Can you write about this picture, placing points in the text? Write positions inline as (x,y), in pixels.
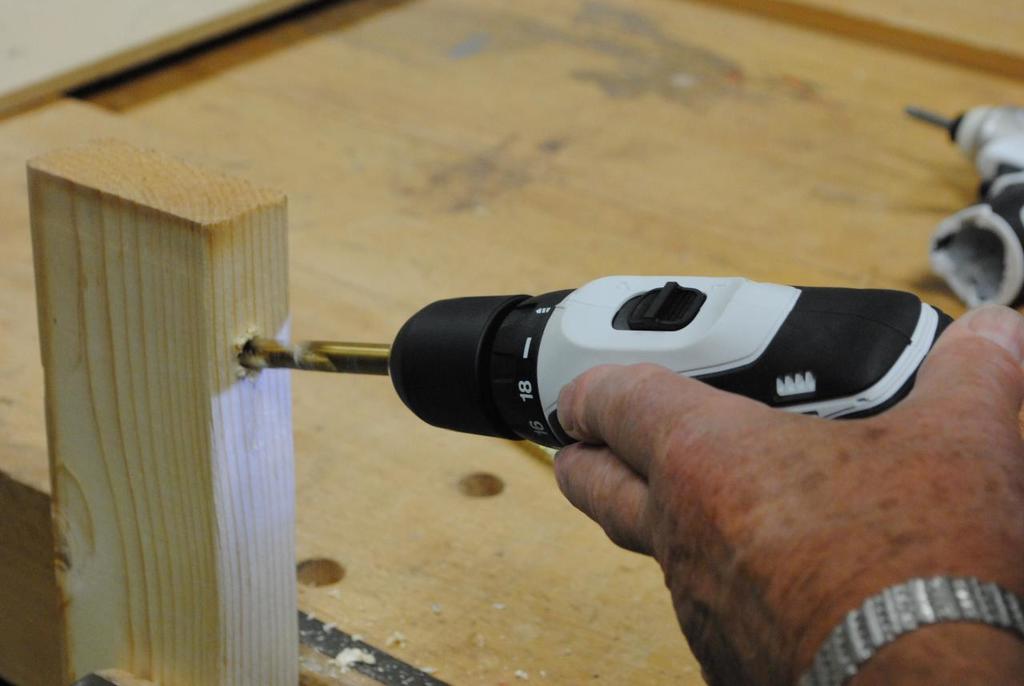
In this image we can able to see a person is making holes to a wooden stick (191,680) with a drill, and also an object (965,236) placed on a wooden surface (520,158).
